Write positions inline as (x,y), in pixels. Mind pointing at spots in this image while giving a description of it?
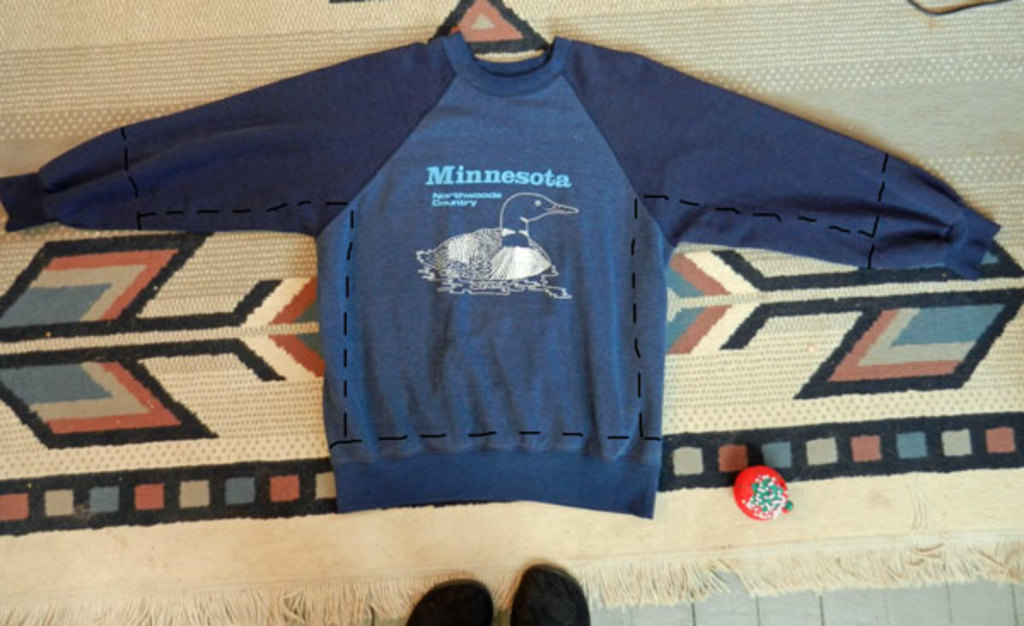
In this image I can see a blue t shirt (576,386). There are legs (433,595) of a person (538,607) in the bottom of the image (463,614).
